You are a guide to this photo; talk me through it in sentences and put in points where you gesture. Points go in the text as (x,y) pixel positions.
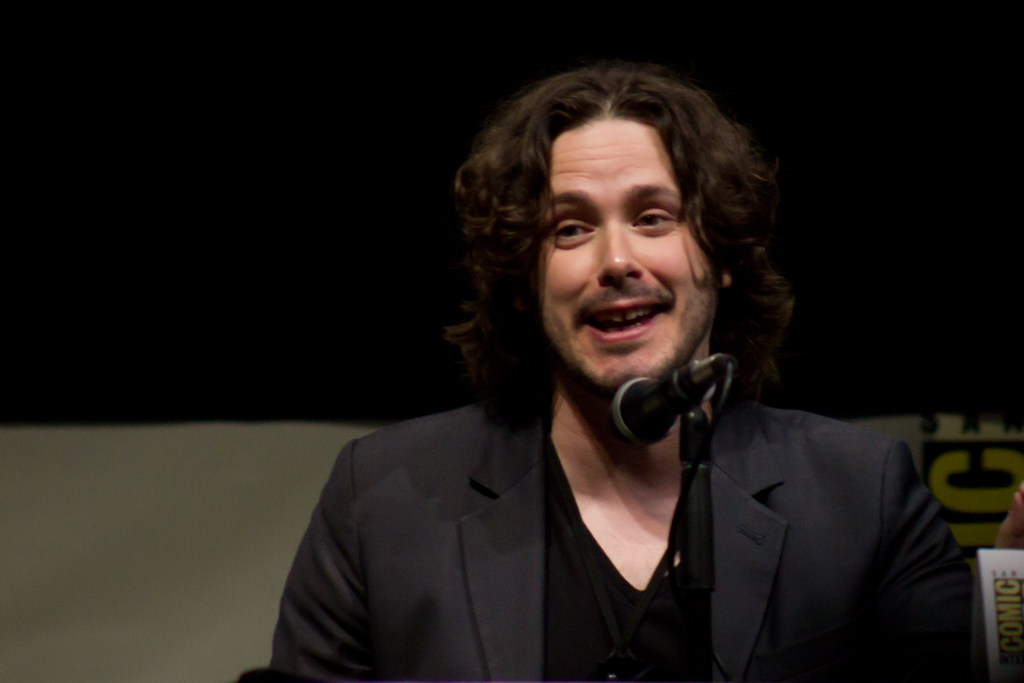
In this image we can see a man (520,515) in black suit (750,569) in front of the mike (715,364).
